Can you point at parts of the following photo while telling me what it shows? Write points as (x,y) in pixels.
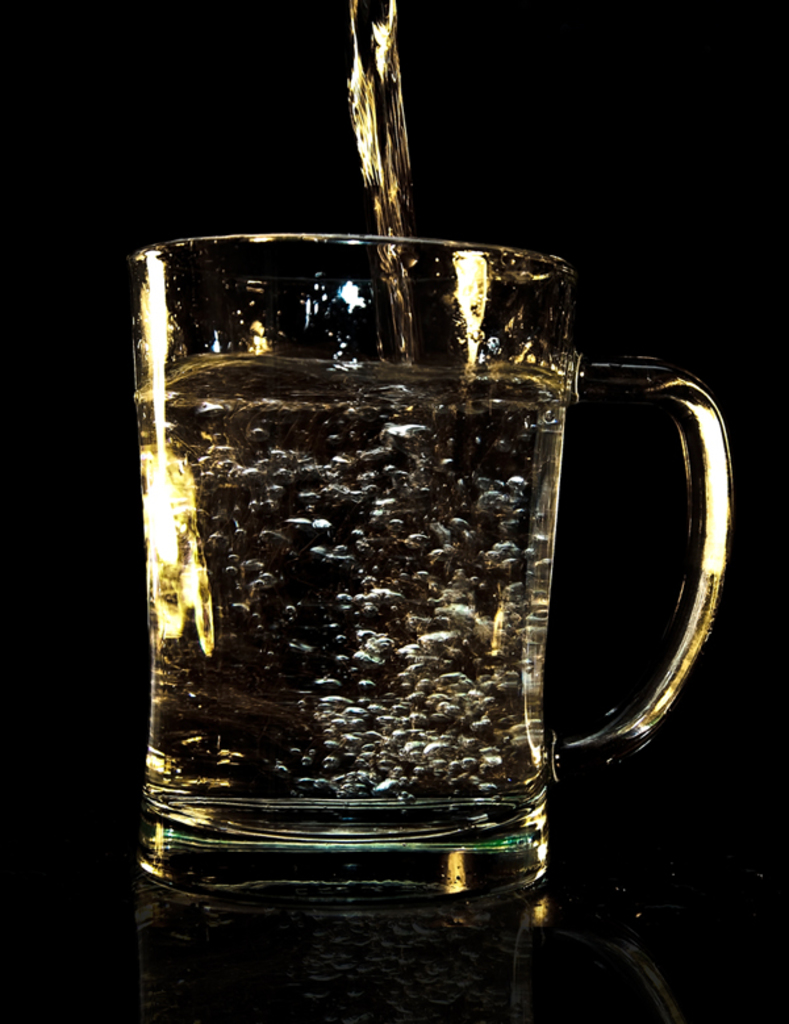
In this picture there is a glass (372,282) and a water (378,171).
